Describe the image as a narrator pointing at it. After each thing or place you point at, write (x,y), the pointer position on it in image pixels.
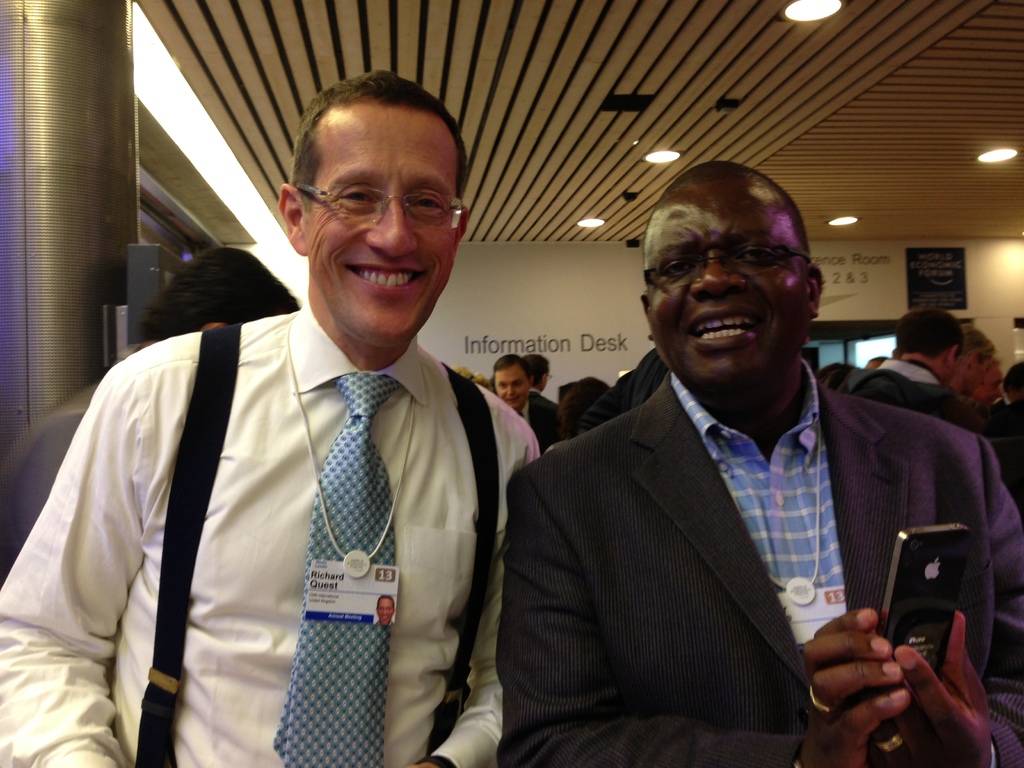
In this image I can see two men (360,332) and a smile on his face (377,308). I can also see both of them are wearing specs (415,221) and here he is holding a phone (928,593). I can also see both of them are wearing ID cards (799,633) and in the background (974,341) I can see few more people (854,388).
